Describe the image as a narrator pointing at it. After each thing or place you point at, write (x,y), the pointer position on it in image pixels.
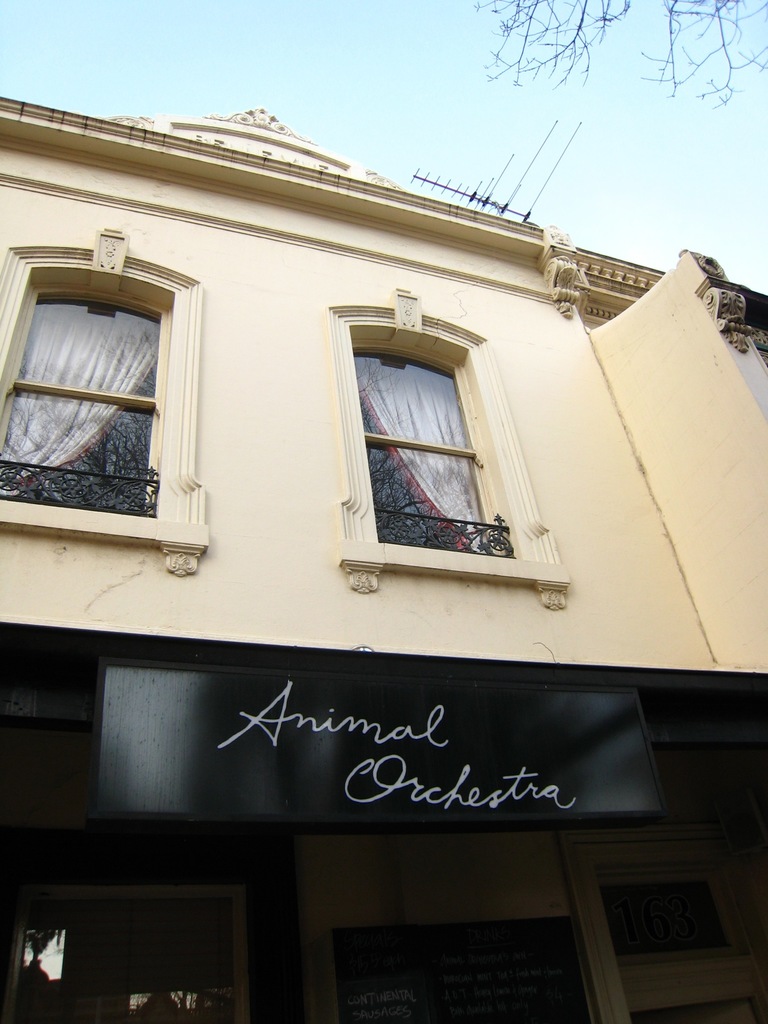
In this picture I can observe a building (404,343) in the middle of the picture (404,343). In the background (255,55) there is sky (410,109).
